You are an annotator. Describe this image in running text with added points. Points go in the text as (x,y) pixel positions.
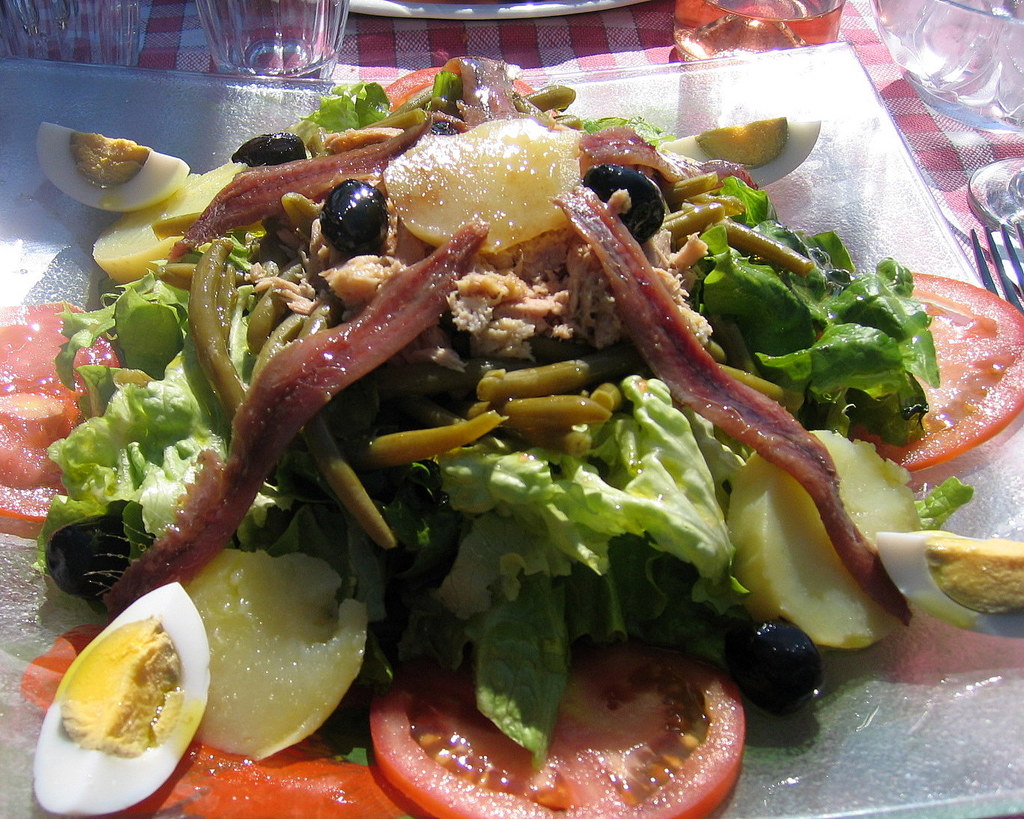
In this image we can see some food items (681,204) on the plate (645,92). And there are glasses (284,27), bowl (912,57) and few objects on the cloth (511,35).
